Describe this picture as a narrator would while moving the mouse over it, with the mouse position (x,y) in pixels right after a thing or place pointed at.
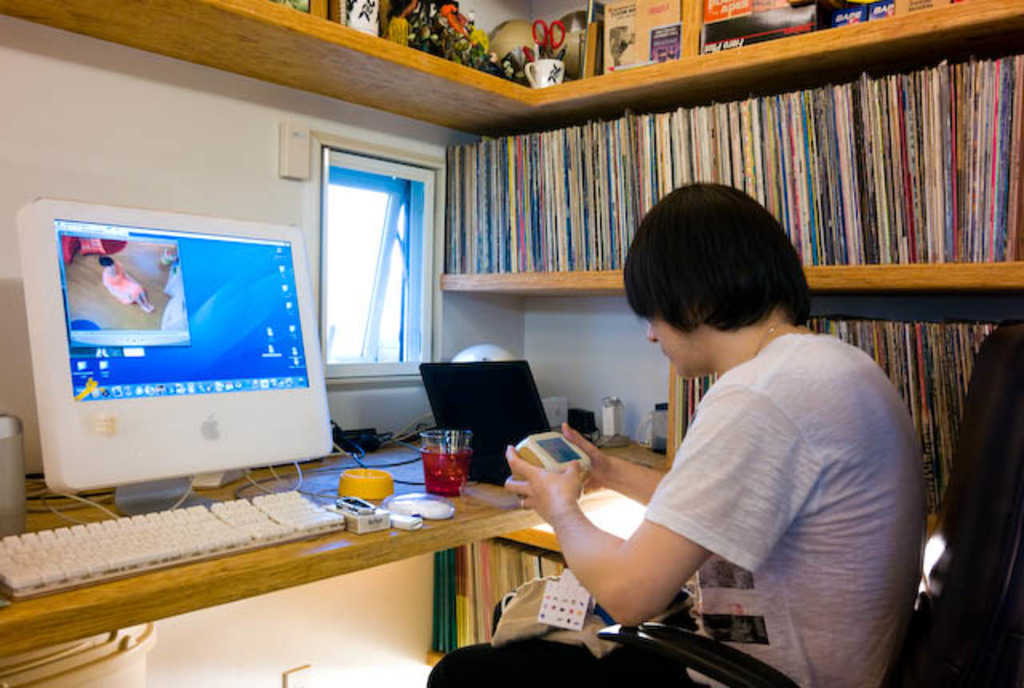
In the image we can see a person (747,452) sitting, wearing clothes (763,353), neck chain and the person (747,326) is holding an electronic device (558,461) in hand (546,471). Here we can see the system (167,332), keyboard (166,518), mouse (420,501) and cable wires (364,456). Here we can see the glass (447,437) and there are many books (733,133) kept on the shelves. Here we can see the cup (547,74), scissors (548,45) and many other things (485,31).
